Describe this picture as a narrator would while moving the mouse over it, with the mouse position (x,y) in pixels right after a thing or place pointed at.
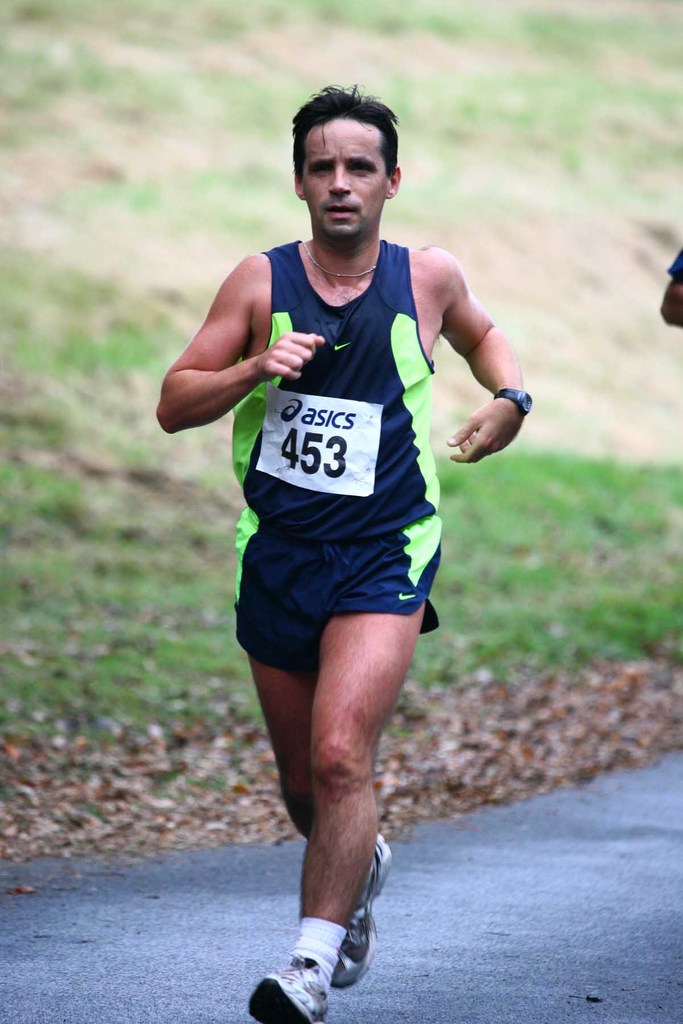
In the image in the center (361,366) we can see one man (315,611) running on the road (172,996). In the background (418,65) we can see grass (72,116) and dry leaves (401,709).
